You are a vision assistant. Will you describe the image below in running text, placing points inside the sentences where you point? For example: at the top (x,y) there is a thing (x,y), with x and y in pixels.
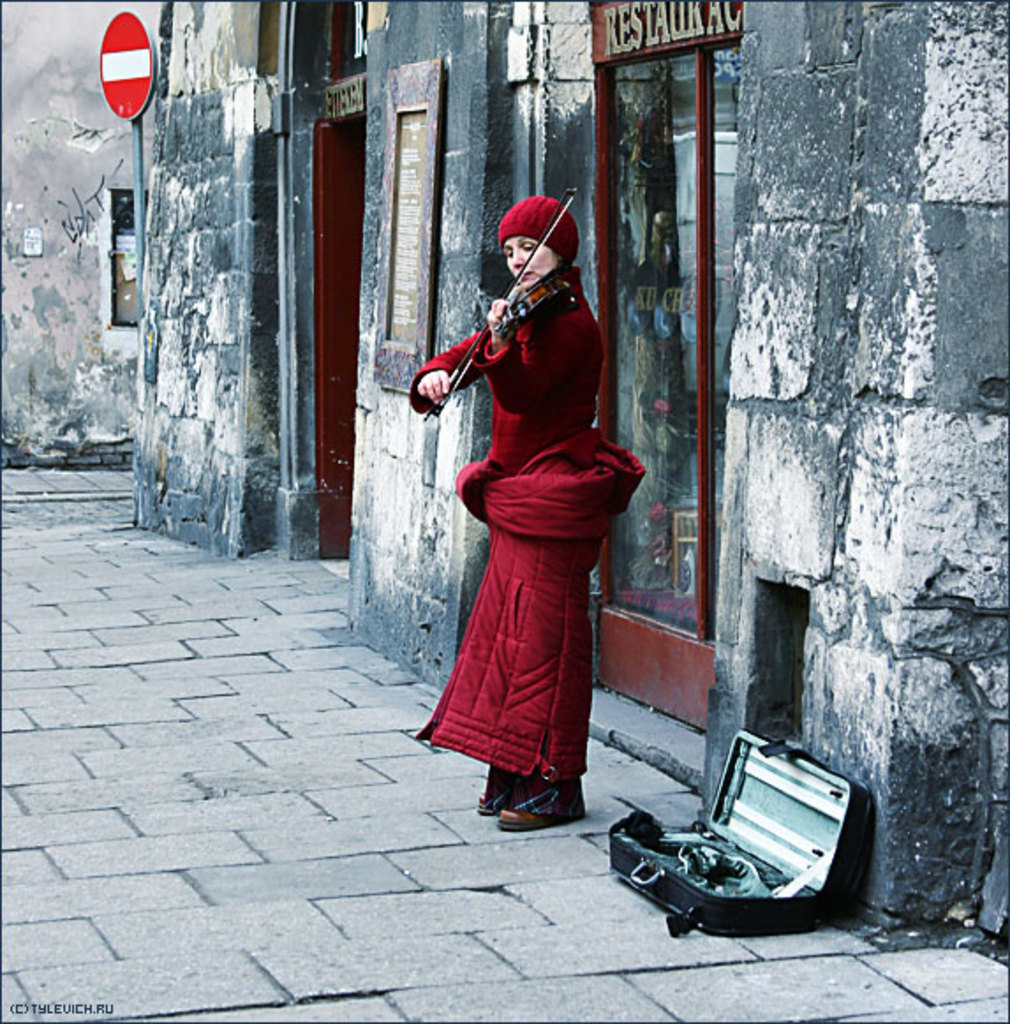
In this image i can see a lady person (534,532) wearing red color dress (547,420) and playing violin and at the background of the image (373,233) there is a wall (811,198).
